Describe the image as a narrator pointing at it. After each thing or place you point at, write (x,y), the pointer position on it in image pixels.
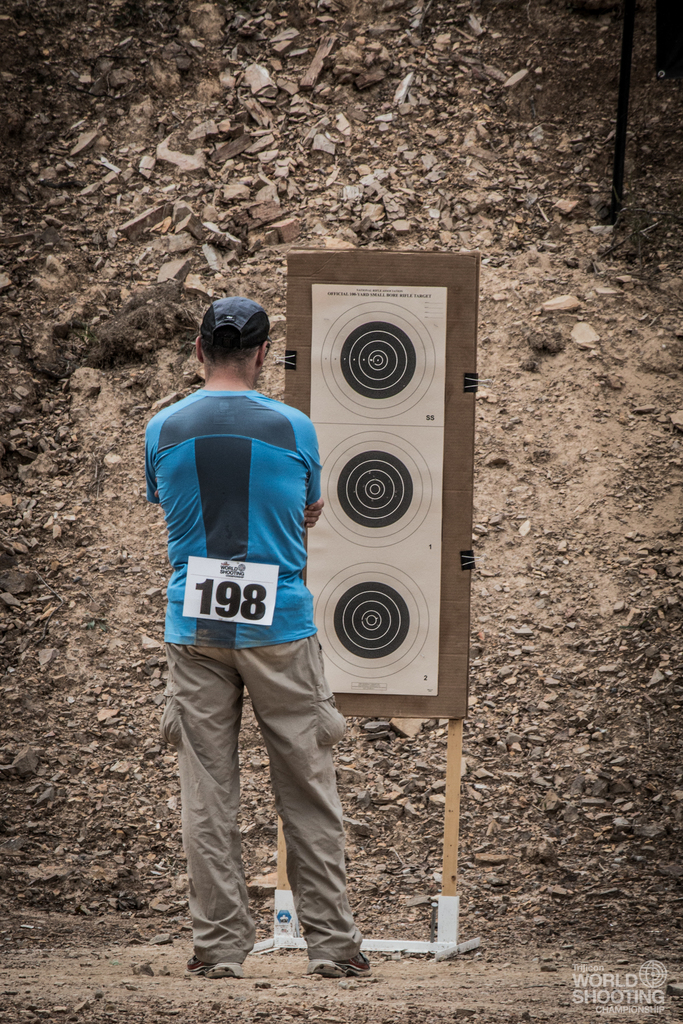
In this image there is a man (183,614) standing, in front of the man (327,924) there is a board (306,279), in the background (484,784) there is a wall (568,843).
